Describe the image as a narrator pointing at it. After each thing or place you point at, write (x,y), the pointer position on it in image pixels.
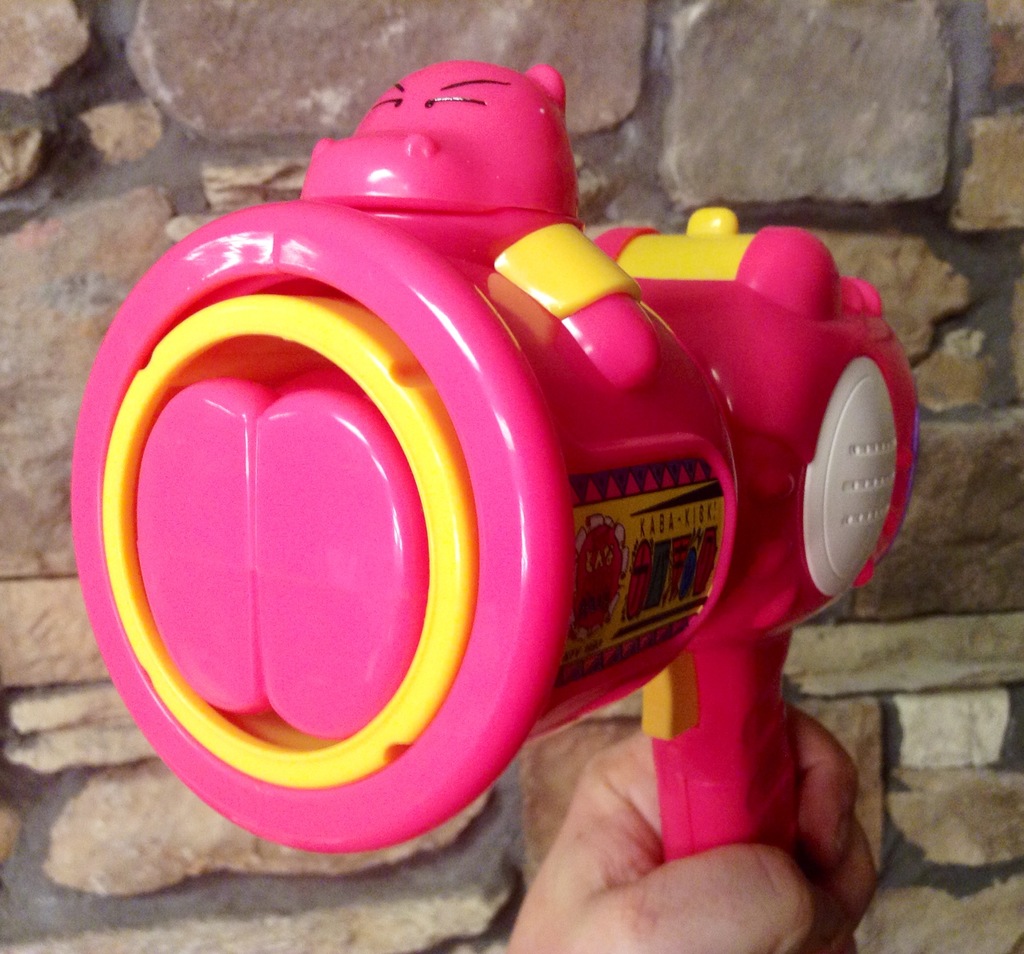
In this image we can see a toy (522,510) which is of pink and yellow color which is held by a person's hand (627,875) and at the background of the image (282,116) there is wall (38,641).
